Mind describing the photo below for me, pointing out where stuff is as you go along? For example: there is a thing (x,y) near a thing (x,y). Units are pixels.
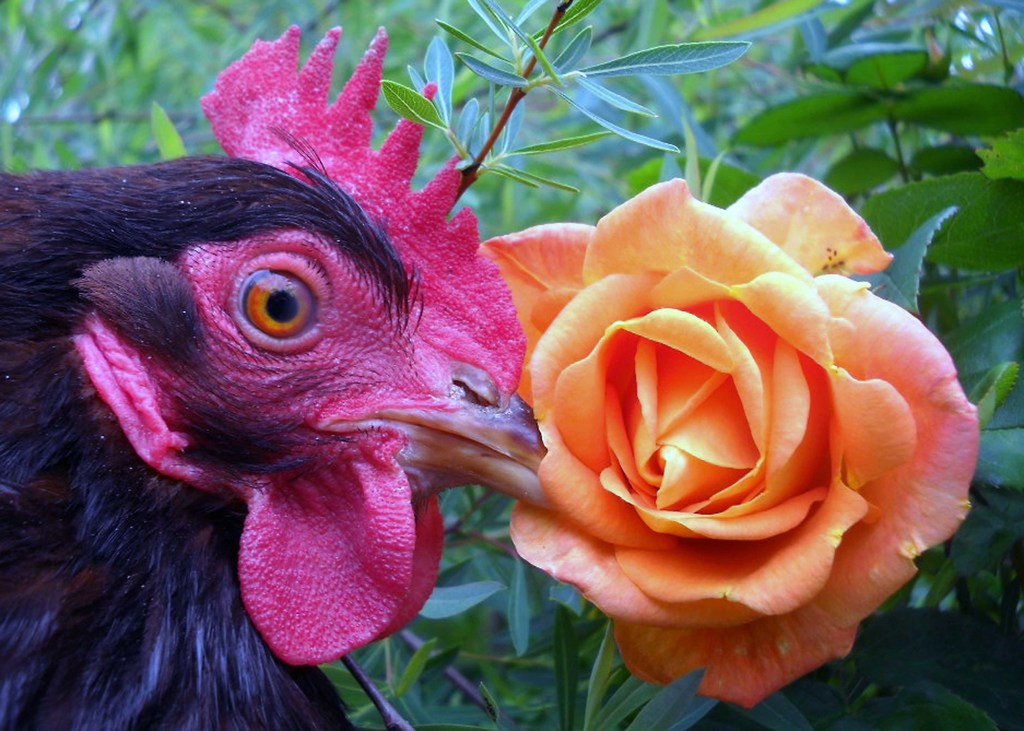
In the image on the left side (322,427) there is a cock (337,412). In front of the cock (496,418) there is a rose (718,479). Behind them there are stems (484,145) with leaves (968,151).
